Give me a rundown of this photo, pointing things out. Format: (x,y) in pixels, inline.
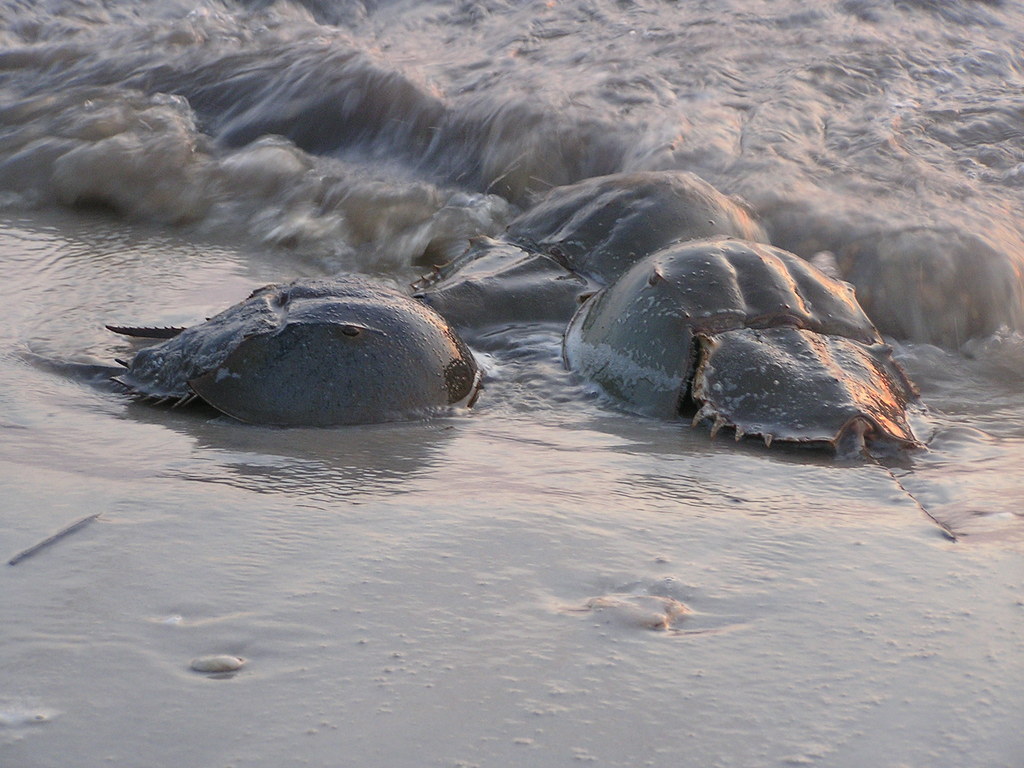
In this image we can see water animals (435,359) on the sea shore (482,545). In the background of the image (578,137) there is water (515,121).
